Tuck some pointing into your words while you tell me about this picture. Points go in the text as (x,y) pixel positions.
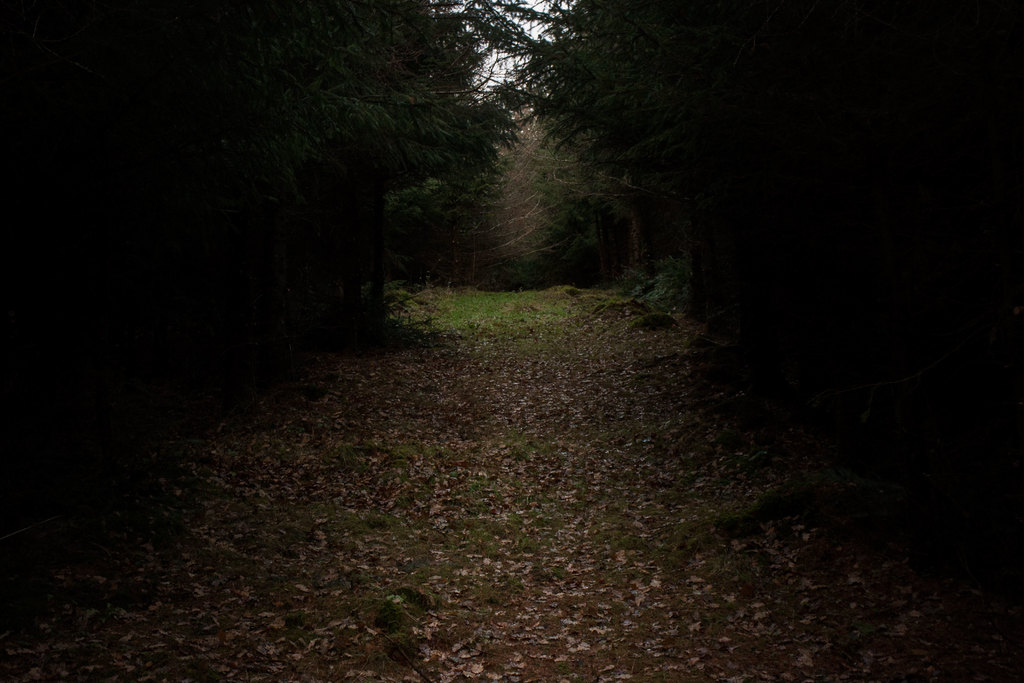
In this picture we can see dried leaves (556,398) and grass (526,535) on the ground (551,552) and in the background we can see trees (895,372).
